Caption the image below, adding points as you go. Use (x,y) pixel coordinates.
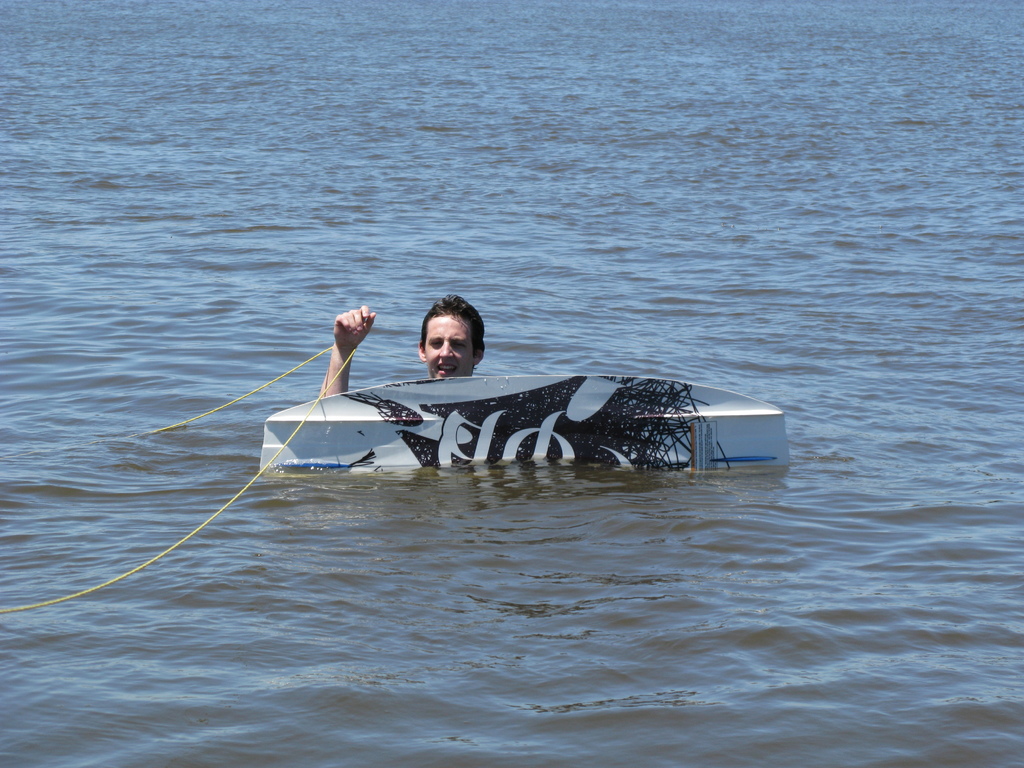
In this image, we can see a person (432,356) and a rope (359,345). We can also see some water (930,91) and an object (609,434).
